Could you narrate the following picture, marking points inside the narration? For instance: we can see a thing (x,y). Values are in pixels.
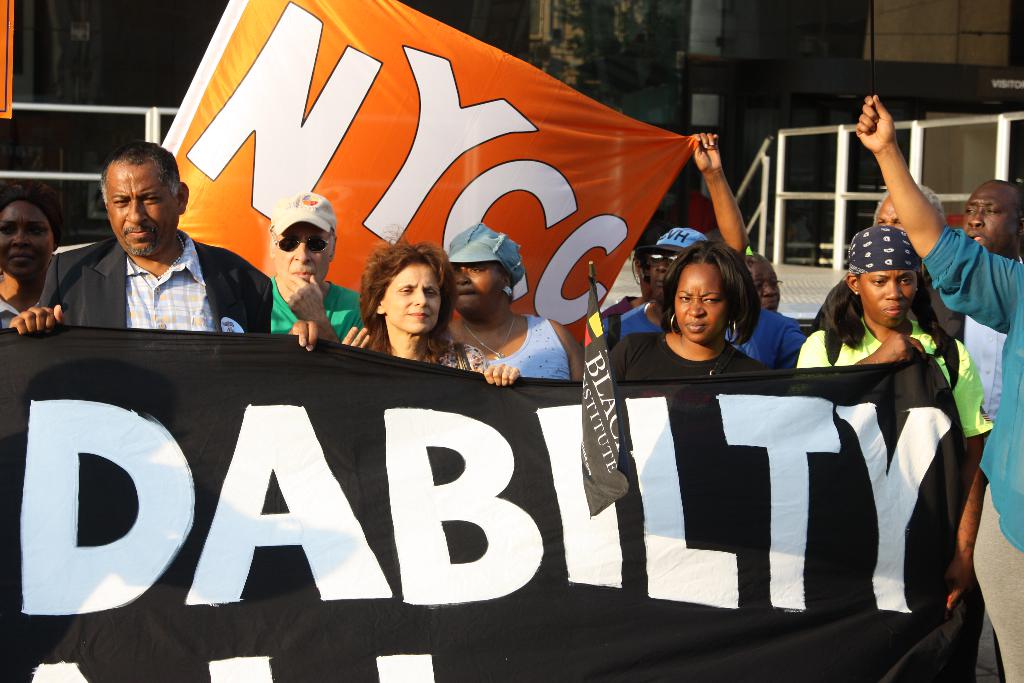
In the center of the image (507,274) we can see persons (162,260) standing on the ground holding a flags (520,458). In the background (901,46) we can see stairs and building (65,132).
